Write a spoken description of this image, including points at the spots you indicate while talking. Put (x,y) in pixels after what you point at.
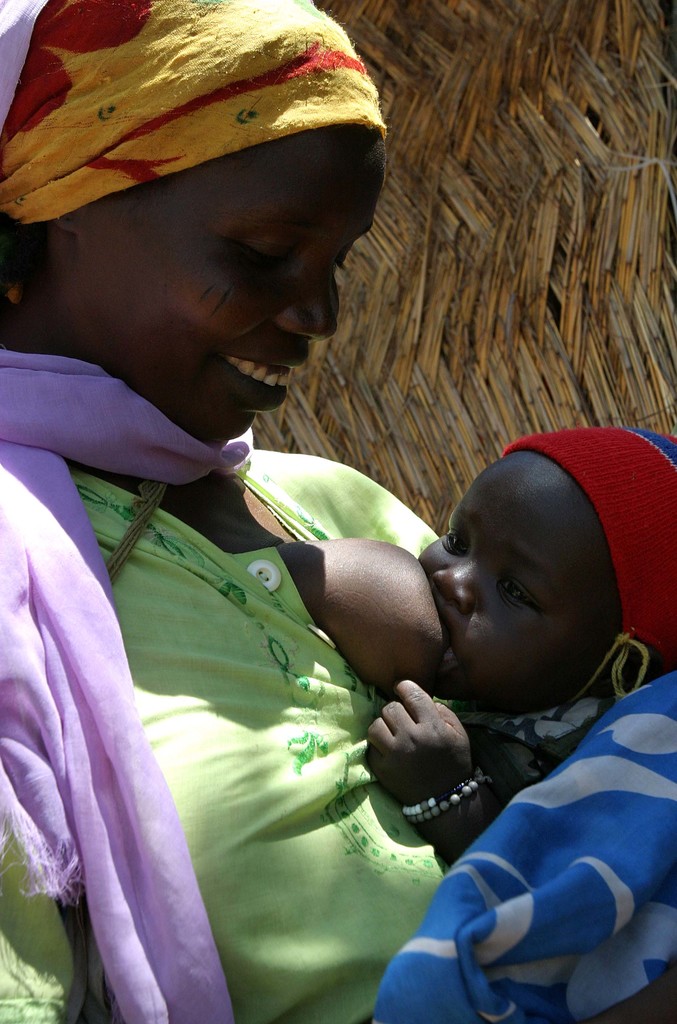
In this image I can see a woman (269,777) and baby (446,689). She is wearing green, purple, yellow and red color dress (232,797). Background (604,196) is in brown color.
